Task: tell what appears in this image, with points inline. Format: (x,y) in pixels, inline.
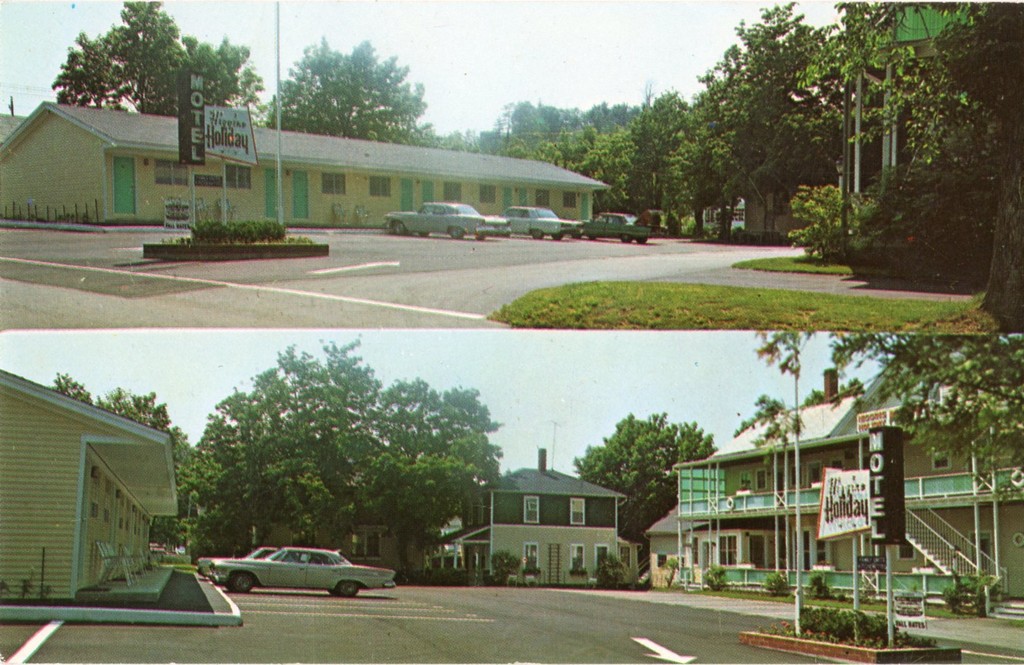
This looks like a collage picture. These are the houses (557,516) with windows (574,522). I can see the stairs (957,563) with the staircase holder (936,538). These look like chairs (111,570). These are the trees (385,113). I can see cars (266,568), which are parked. These look like boards (227,129), which are attached to the poles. Here is the grass (732,315).
